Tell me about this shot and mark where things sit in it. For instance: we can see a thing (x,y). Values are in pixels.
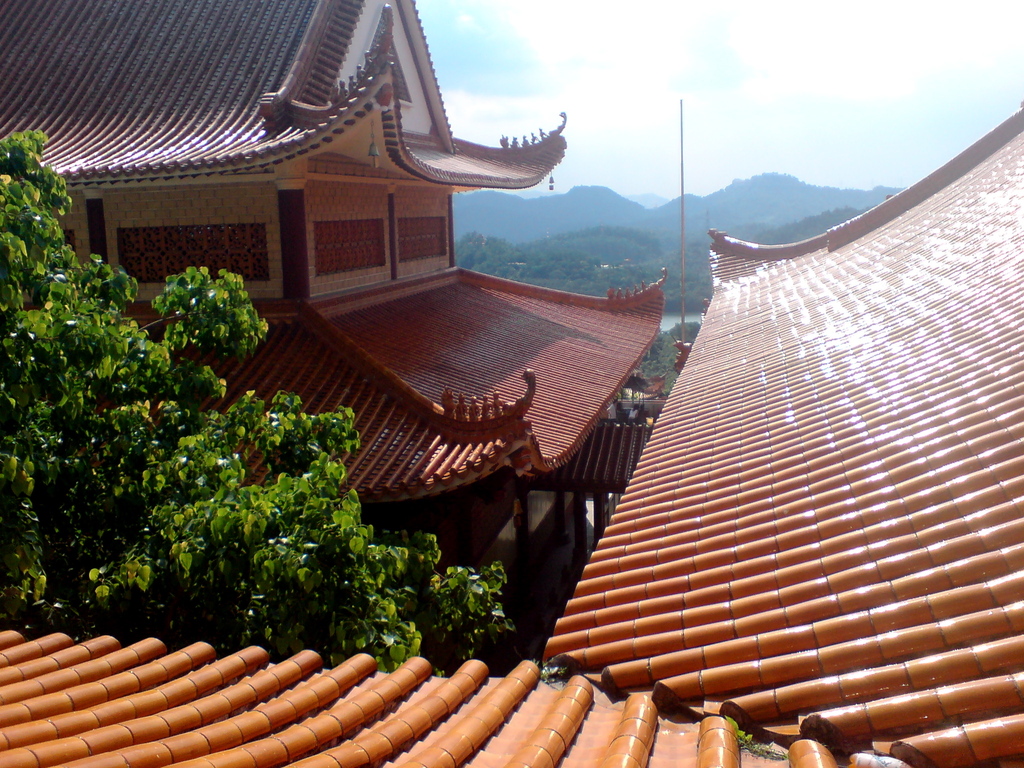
We can see rooftops (672,718), building (383,415) and tree (218,551). In the background (670,81) we can see pole (683,327), trees (701,279), hills (706,203) and sky (796,26) with clouds (691,92).
